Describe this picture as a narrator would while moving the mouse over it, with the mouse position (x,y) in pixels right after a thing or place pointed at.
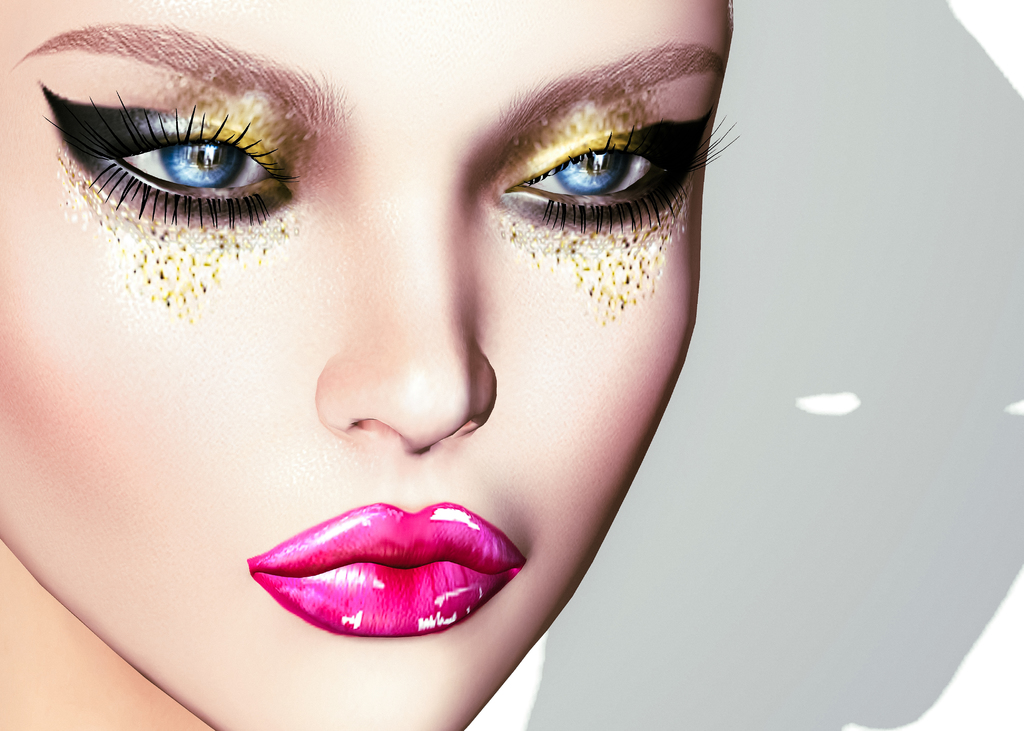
This is an animated picture. I can see the face (369,443) of a doll (270,537).
